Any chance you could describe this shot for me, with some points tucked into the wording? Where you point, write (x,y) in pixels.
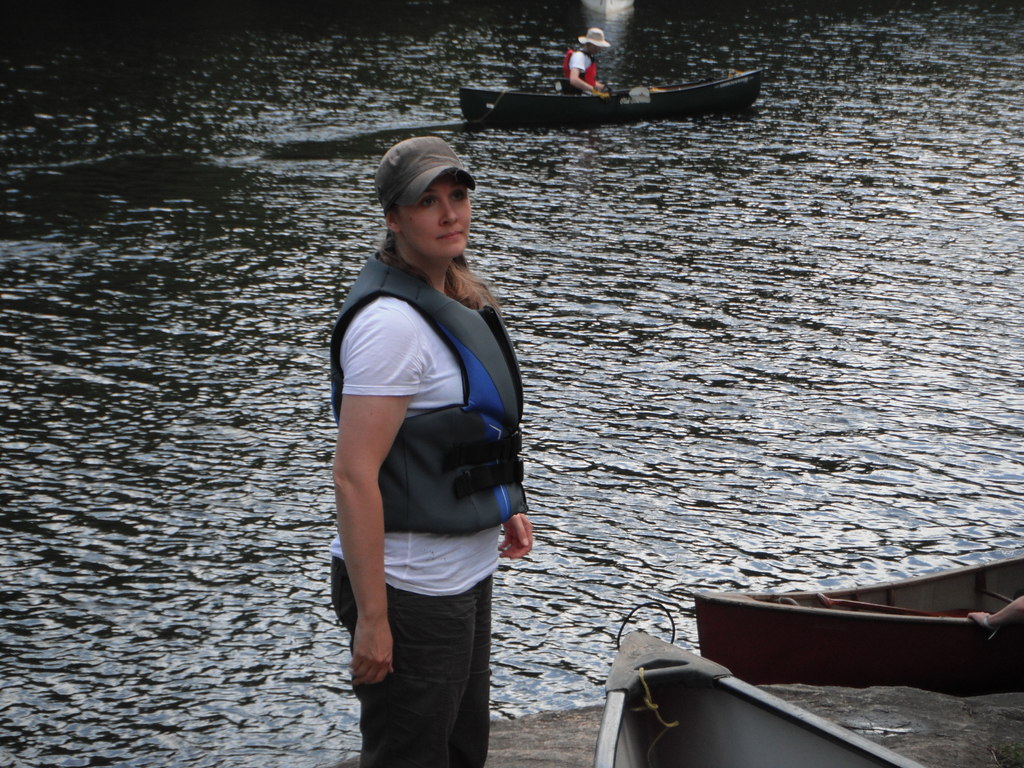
In the middle of the image (413,271), there is a woman (437,322) in white color t-shirt (407,336), wearing a cap (417,169) and standing. Beside her, there is a boat (758,762). On the right side (805,611), there is a boat (916,606). Beside this, there is a platform (953,729). In the background (601,32), there is a person (584,63) sitting on a boat (527,100) which is on the water (541,135).
